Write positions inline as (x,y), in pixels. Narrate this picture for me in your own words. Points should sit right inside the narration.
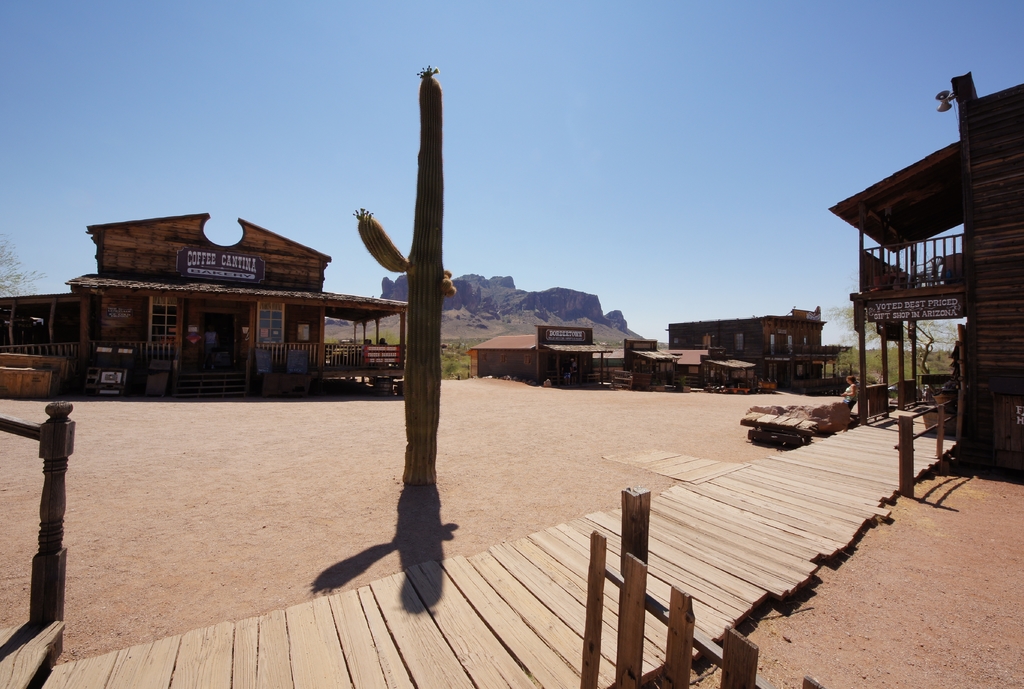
In this image I can see the wooden path (506,562) and the plant (428,242). In the background (544,379) I can see many houses (536,375) with windows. There are boards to the houses (783,350). I can also see the mountain (518,311), trees (14,278) and the sky (485,157).
